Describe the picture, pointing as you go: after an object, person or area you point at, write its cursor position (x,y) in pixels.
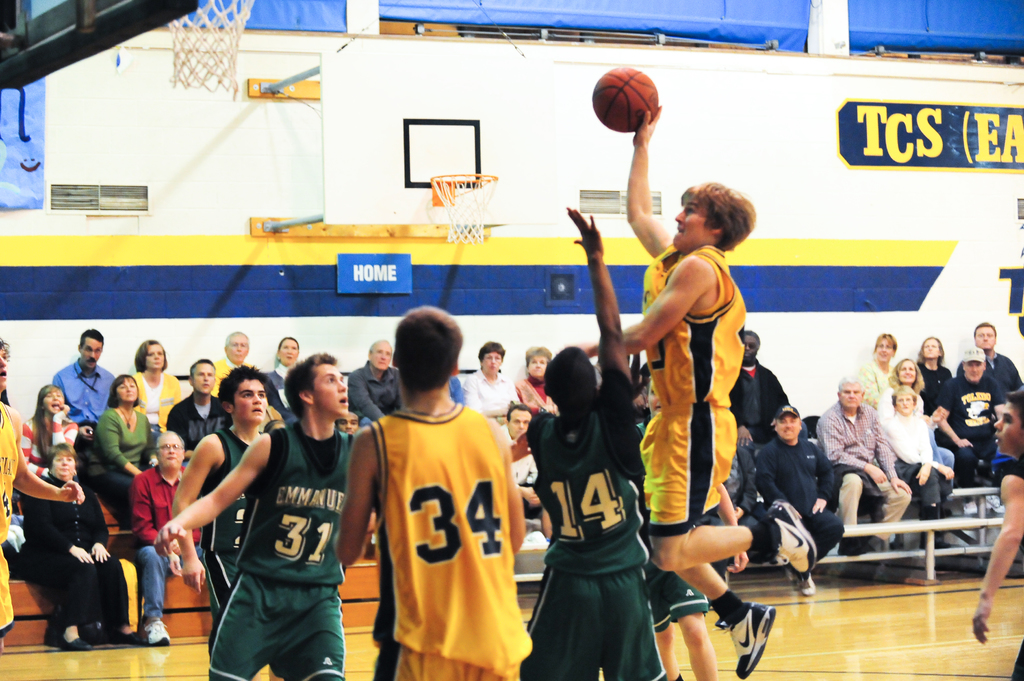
In this image I can see the group of people (434,538) standing on the wooden surface (863,636). I can see one person (675,456) in the air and holding the brown color ball (613,96). These people (633,345) are wearing the green color and yellow color dresses (447,552). In the back (755,397) I can see the group of people (755,397) wearing the different color dresses (141,511). And there is a basket (458,221) of wall (323,284) and the board (513,209) to the wall (100,154).
